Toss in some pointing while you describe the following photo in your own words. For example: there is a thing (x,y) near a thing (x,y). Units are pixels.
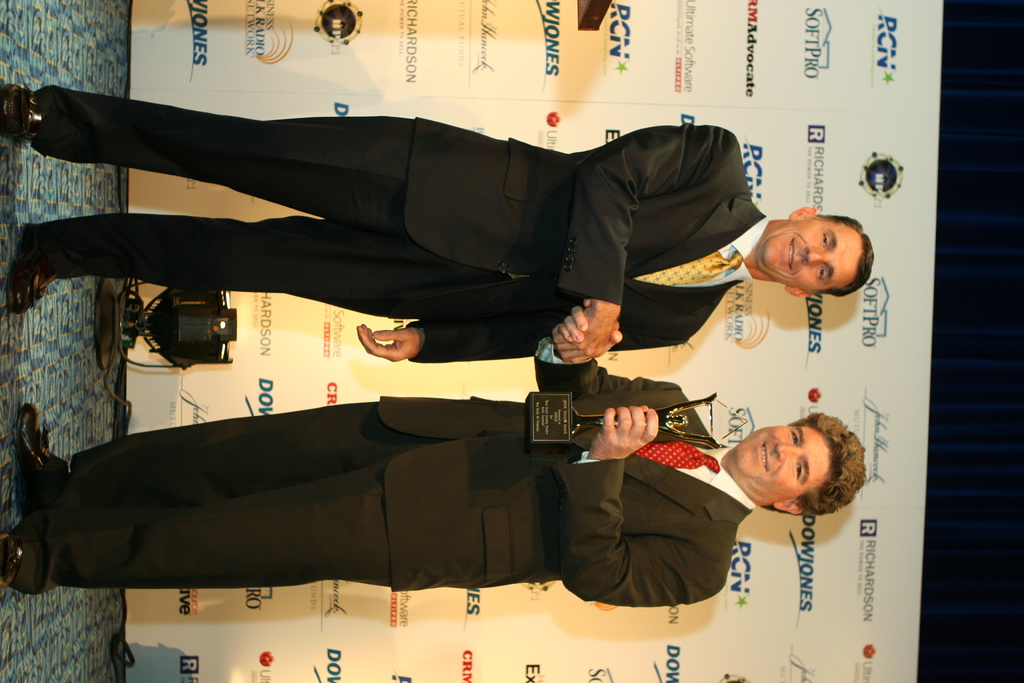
In the middle of the picture (443,286) we can see two persons (380,348) standing. At the bottom (59,486) the person (658,450) is holding a trophy (565,424). Towards left (15,369) we can see mat (33,57) and there is a focus light (176,326). In the center (361,400) there is a banner (880,71). On the right (960,522) it is dark.
